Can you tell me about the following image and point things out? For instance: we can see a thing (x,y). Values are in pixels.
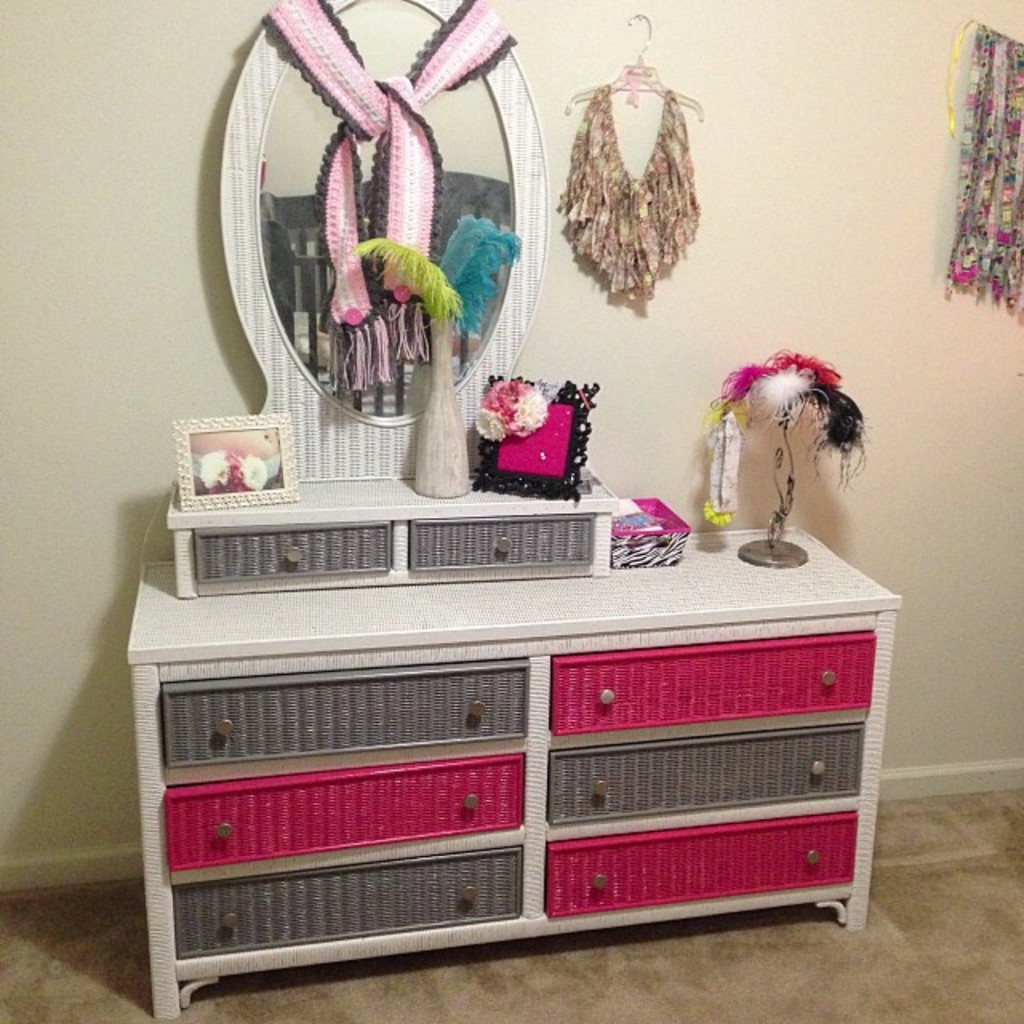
Here in this picture we can see a dressing table (497,563) present on the floor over there and on that we can see different colored drawers (466,739) present to it and we can see a mirror (263,150) also present in the middle (348,452) and we can see some clothes (1006,194) hanging on the hanger (634,62) over there and we can see some other things (440,440) placed on the table (520,566) over there.
